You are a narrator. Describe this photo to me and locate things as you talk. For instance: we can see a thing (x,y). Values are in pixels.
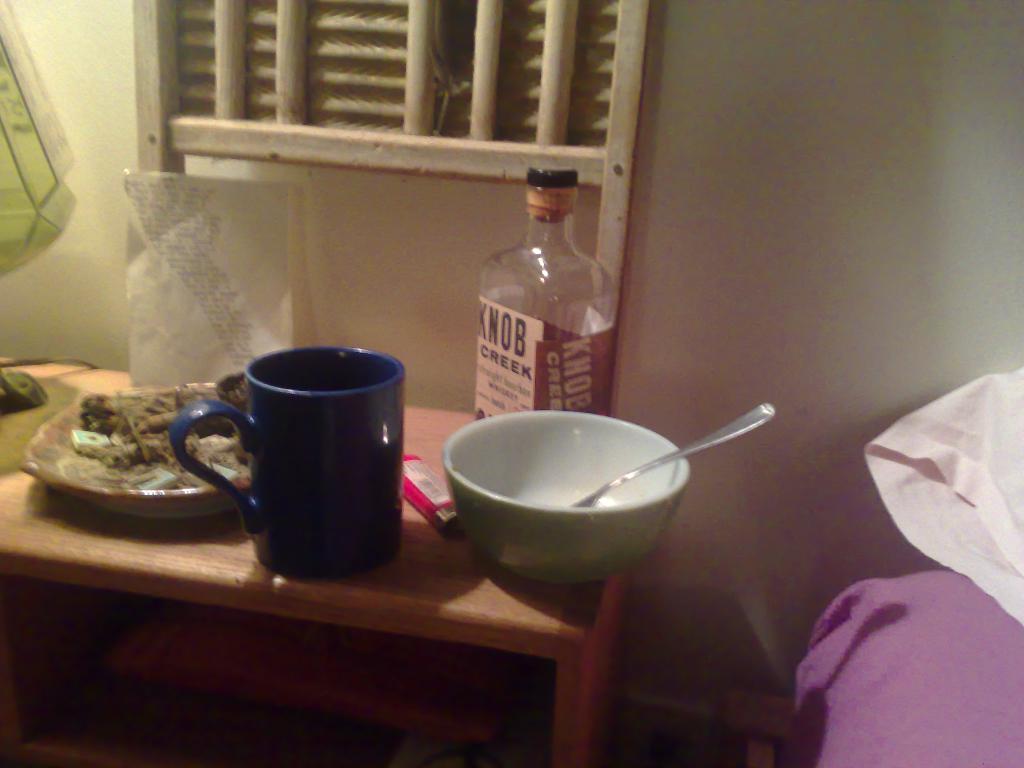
In the picture there is a table (405,431) near the wall (700,471) on the table (120,542) there are plate (99,484) with a food items (214,447) cups (379,470) bowls (567,494) and spoons (619,483) and bottle (553,252) and lighter (432,479).
